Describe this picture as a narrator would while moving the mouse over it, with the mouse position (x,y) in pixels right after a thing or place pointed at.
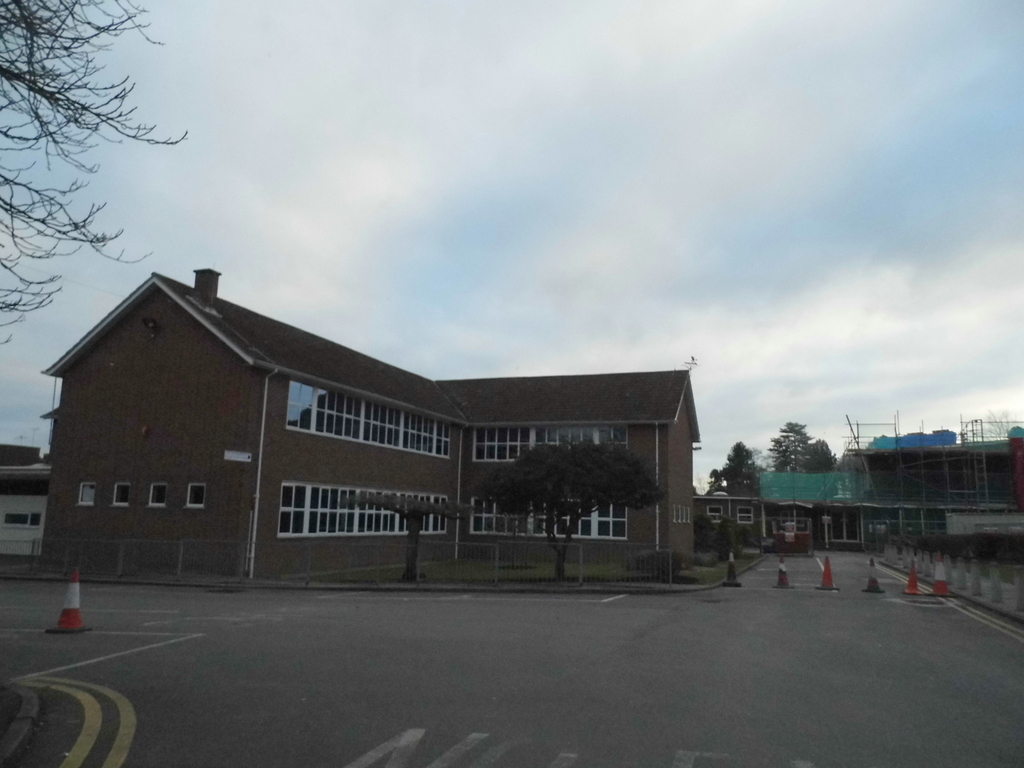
In this picture we can see houses (492,429) and on the right side of the houses (651,455) there is a construction house (912,479). In front of the houses (291,453) there is a fence (266,565) and cone barriers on the road (963,623). Behind the houses (126,419) there are trees (736,456) and the sky (523,186).
